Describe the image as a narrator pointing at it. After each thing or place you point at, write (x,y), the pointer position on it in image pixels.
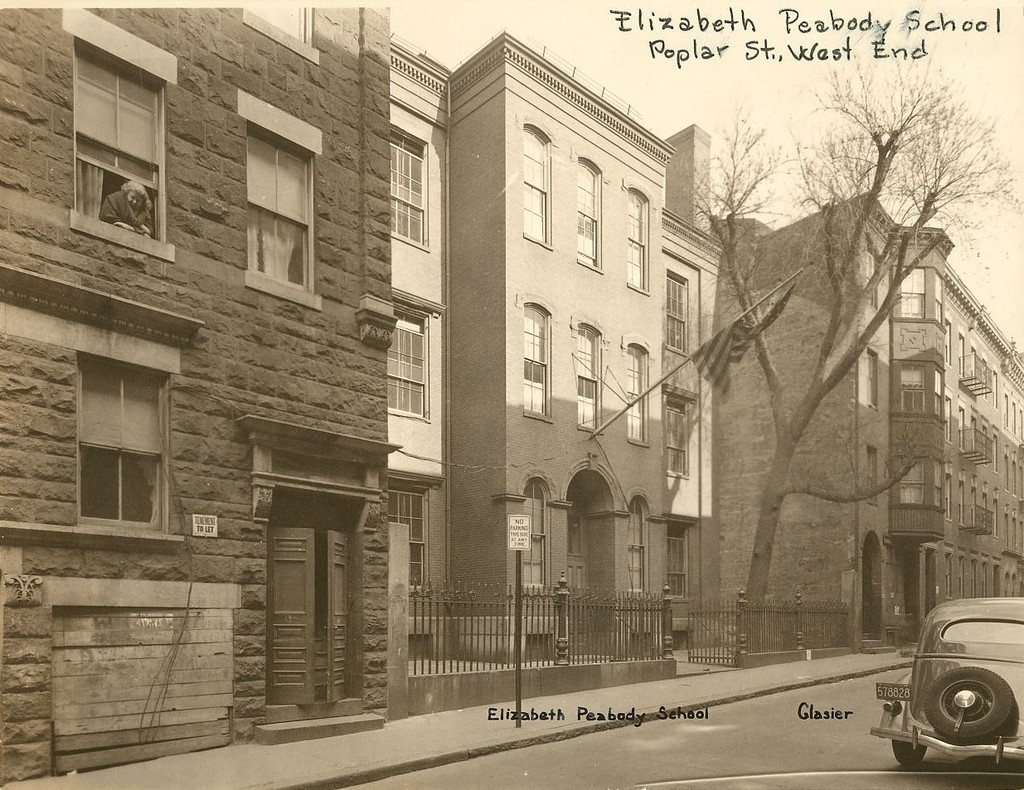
This is an edited image. In this picture we can see the buildings (581,394), windows (903,491), doors (304,550), boards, pole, grilles (564,607), tree (758,597), flag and a person (136,189) is standing. At the bottom of the image (719,733) we can see the road (647,742), text (685,707) and car (880,685). At the top of the image (693,47) we can see the sky (696,41) and text (639,20).
